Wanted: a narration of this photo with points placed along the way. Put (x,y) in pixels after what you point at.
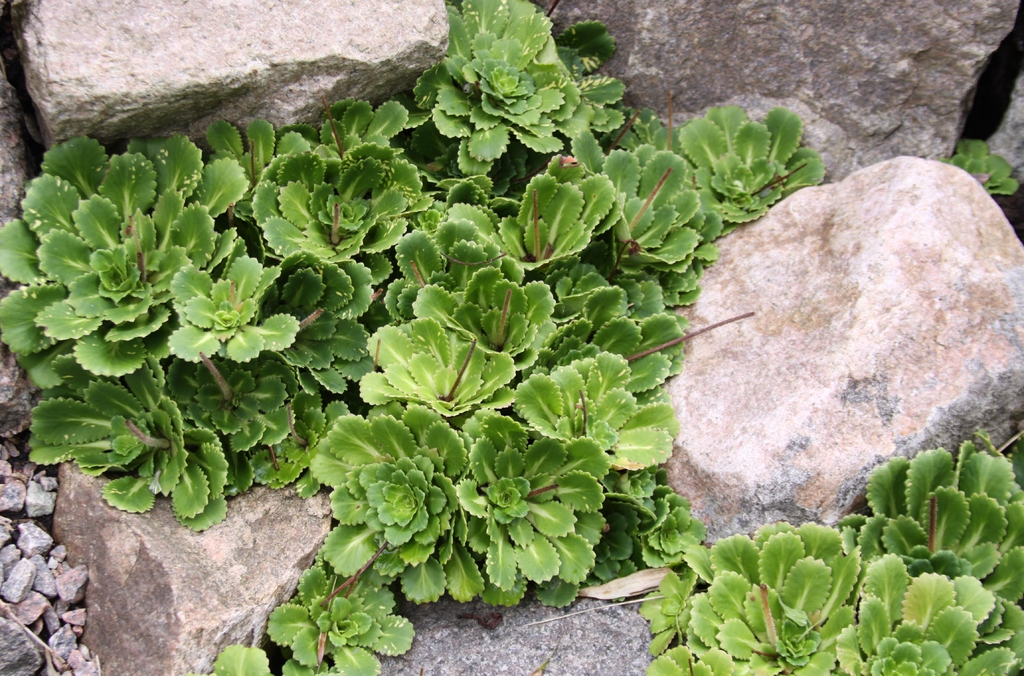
In this image, we can see few plants (394,514) and stones (969,7).
